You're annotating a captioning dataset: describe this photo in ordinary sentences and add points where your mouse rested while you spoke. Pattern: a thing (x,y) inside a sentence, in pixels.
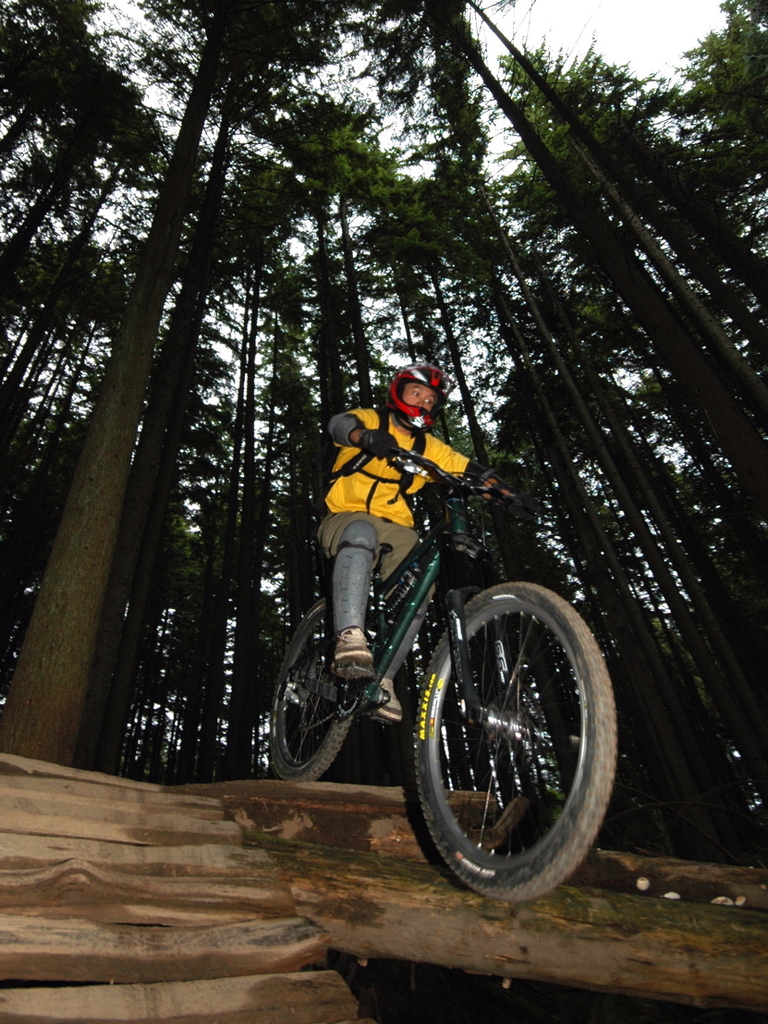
In this image I can see a person (349,521) wearing yellow colored dress (359,494) is riding a bicycle (399,458) on the wooden surface (199,865). In the background (259,534) I can see few trees (245,423) which are black and green in color and the sky (672,24).
